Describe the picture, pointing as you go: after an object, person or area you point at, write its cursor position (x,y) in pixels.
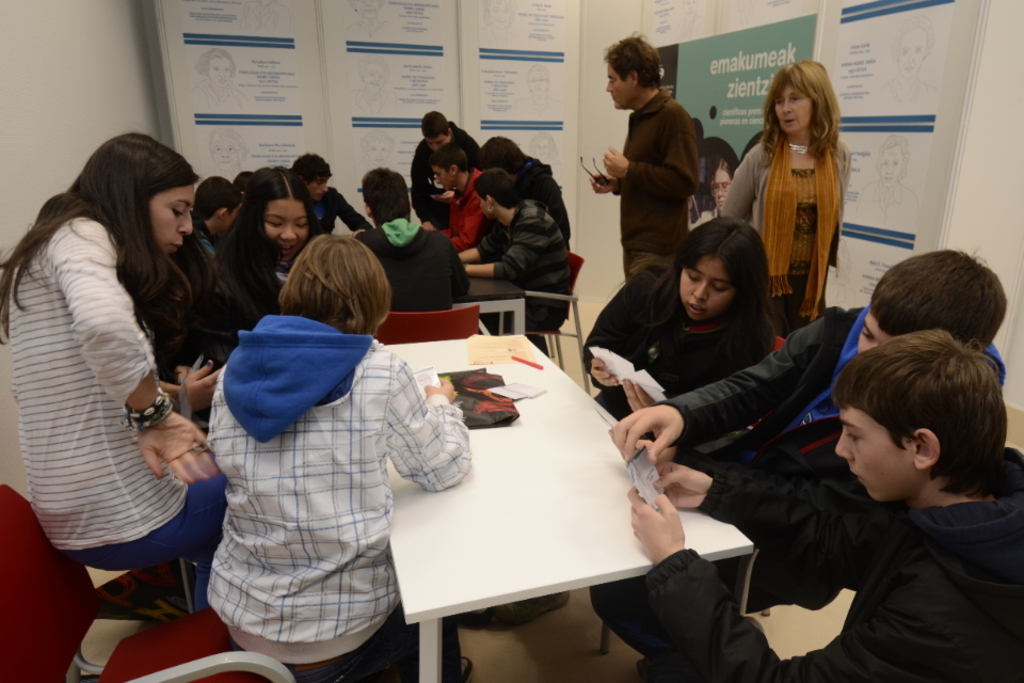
Here we can see group of people (311,245) sitting on chairs (190,677) with tables (578,426) in front of them and everybody is discussing something with themselves and there are couple of people (661,130) standing and there are banners (164,40) on the walls (113,67) present.
